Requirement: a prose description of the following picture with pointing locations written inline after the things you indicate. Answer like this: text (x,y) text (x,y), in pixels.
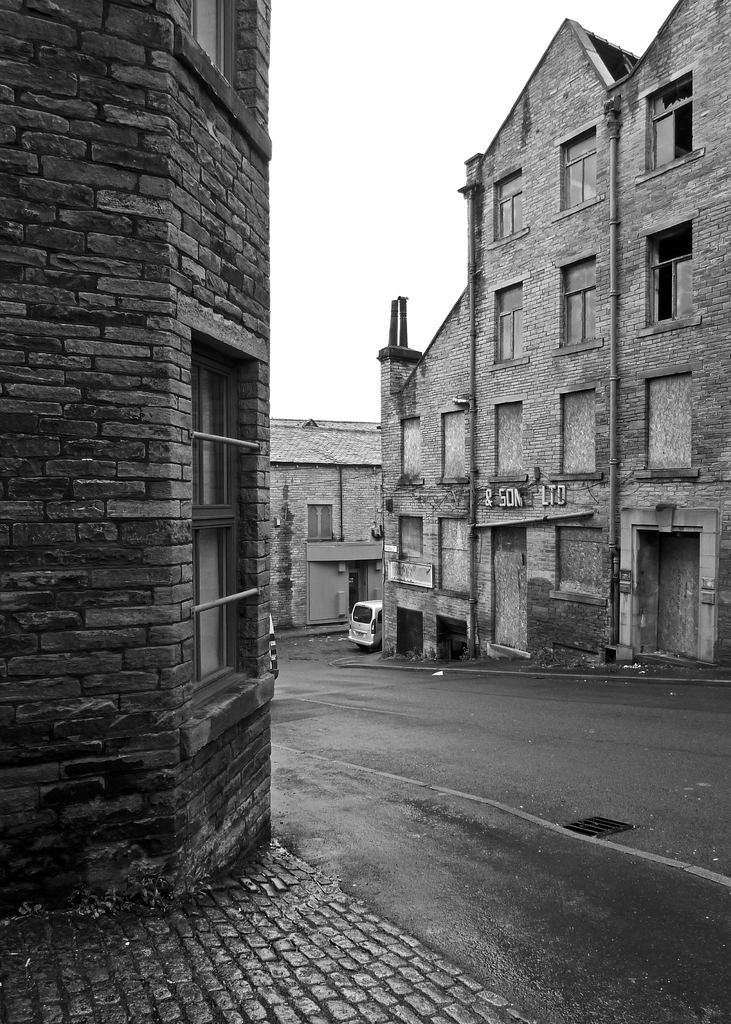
In the picture we can see a road (558,792) on the either sides of the road (368,732) we can see a path (380,656) and buildings (524,334) with windows (589,180) and glasses (576,190) in it and in the background (347,601) also we can see another building (318,523) and behind it we can see a sky (448,11).
